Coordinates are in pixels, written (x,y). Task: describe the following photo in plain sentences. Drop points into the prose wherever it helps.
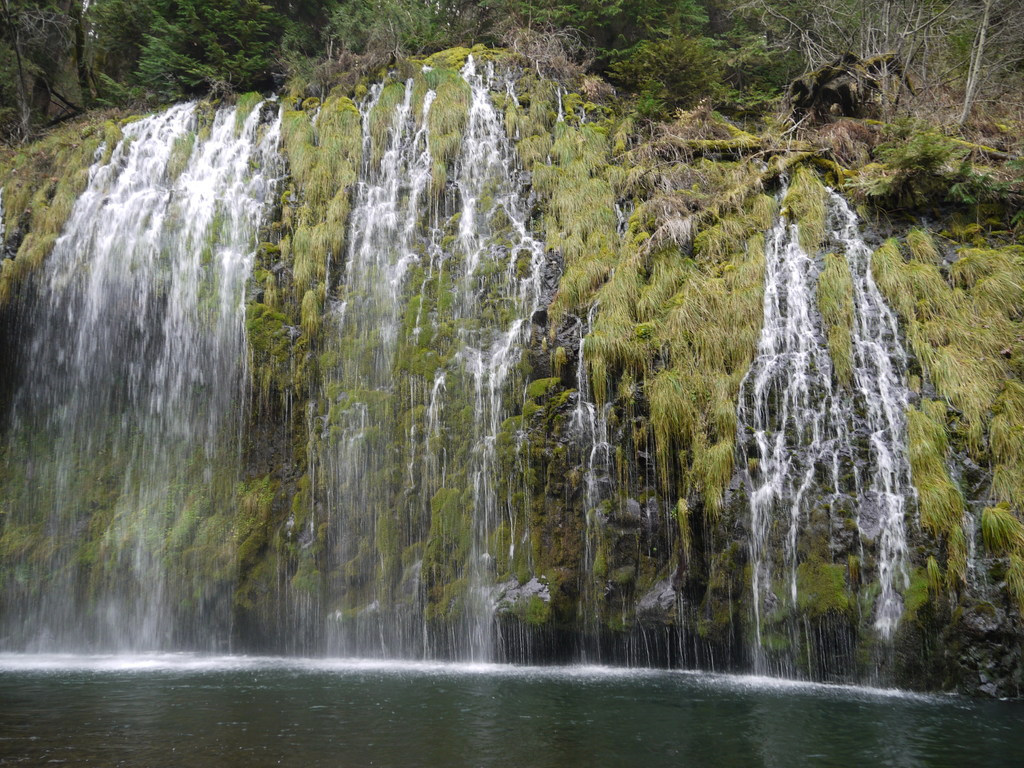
In this picture we can see water (339,666) and in the background (68,84) we can see trees (685,91).
